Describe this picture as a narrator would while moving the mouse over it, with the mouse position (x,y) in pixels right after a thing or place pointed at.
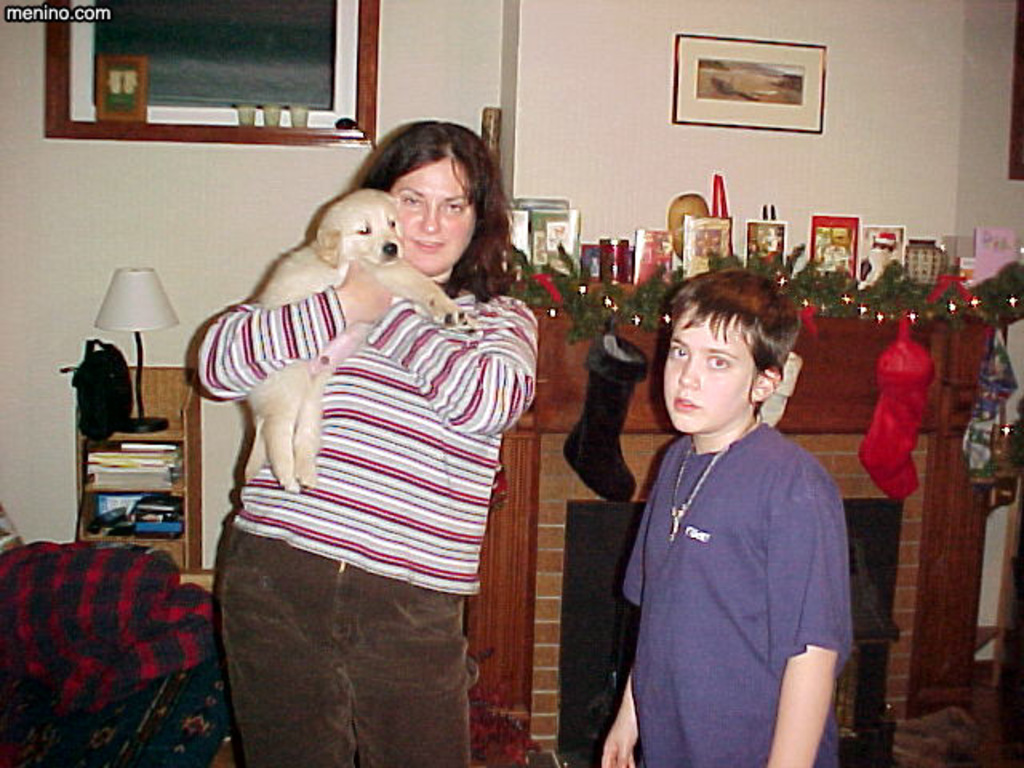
In the image there is a woman (406,142) in red and white striped t-shirt (386,390) and brown pants (446,646) holding a puppy (291,447) and beside her there is a boy (739,380) in navy blue t-shirt (722,663) standing and behind them there is chimney (851,325) with socks (902,392), greeting cards (816,235) on it, on the left side (95,462) there is lamp (141,372) and books (123,446) on a rack (83,447) and above there is a window (187,30) on the wall (415,80) along with a photograph (765,118).
